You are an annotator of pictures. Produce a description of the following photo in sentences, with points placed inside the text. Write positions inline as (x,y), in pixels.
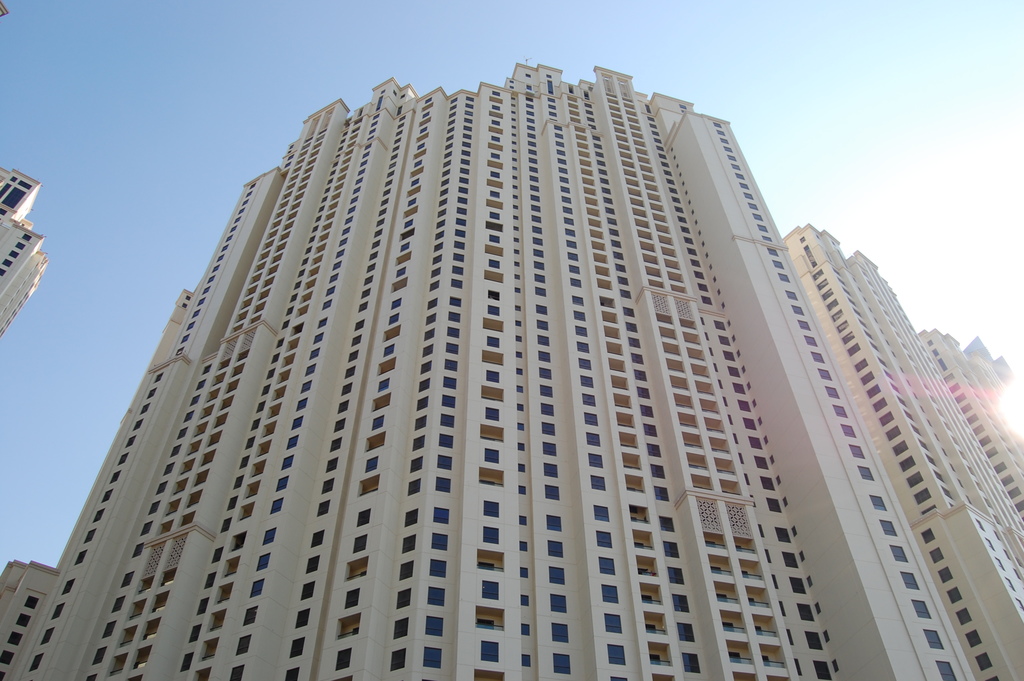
In this image we can see some buildings (532,336), windows (437,271), also we can see the sky (684,89).
